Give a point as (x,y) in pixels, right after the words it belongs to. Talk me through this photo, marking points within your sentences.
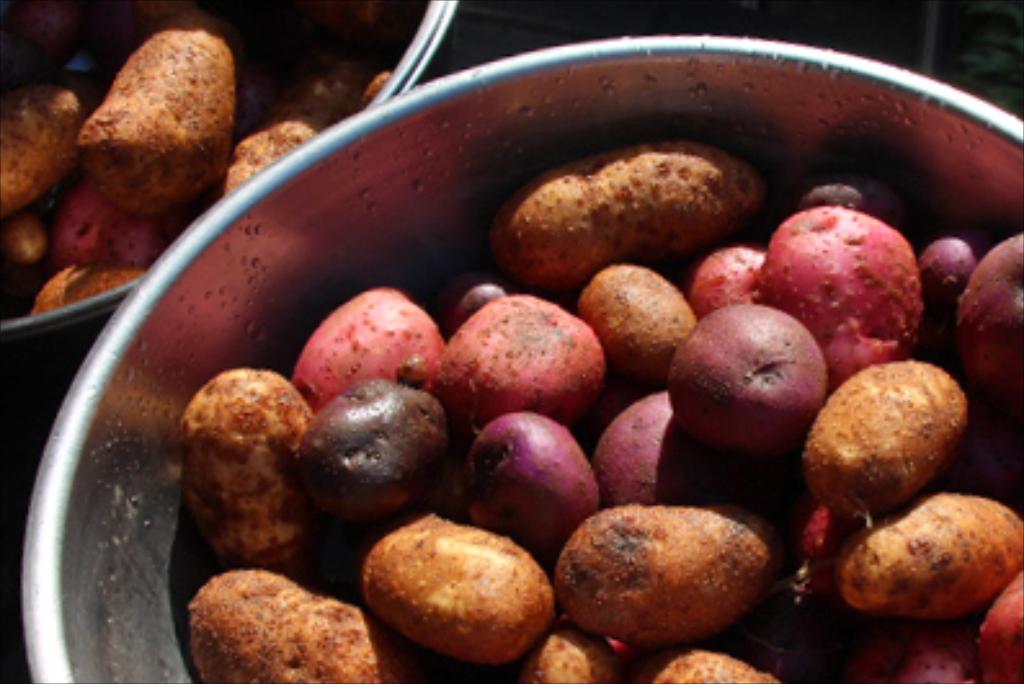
In this image we can see two containers (250,365) containing a group of vegetables (393,358) in it.
